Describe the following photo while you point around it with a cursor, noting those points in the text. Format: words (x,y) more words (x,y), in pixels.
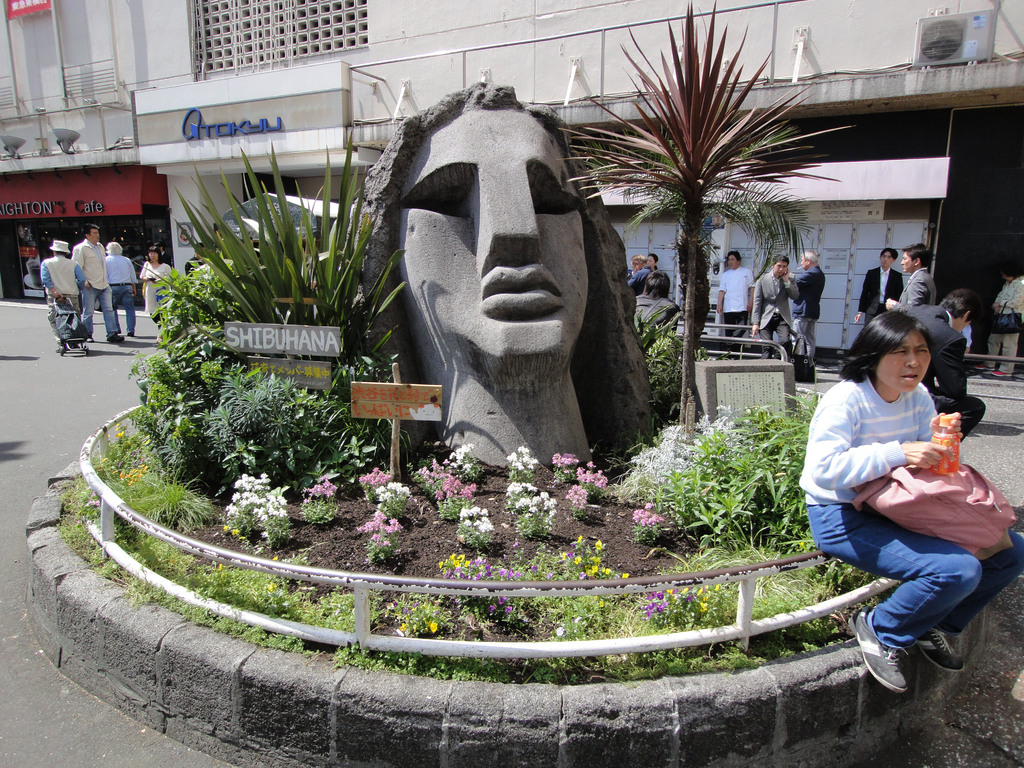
The picture consists of one statue (603,411) in the middle (516,509) surrounded by flower plants (649,530) which is placed in the middle of the road (126,721) and behind that there are buildings (961,247) and in front of the buildings (961,247) people (156,281) are standing and walking. Coming to the right corner of the picture (865,342) two people (924,349) are sitting in front of the statue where one woman (924,574) is holding a bag (942,500) and bottle (955,459) in her hands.
